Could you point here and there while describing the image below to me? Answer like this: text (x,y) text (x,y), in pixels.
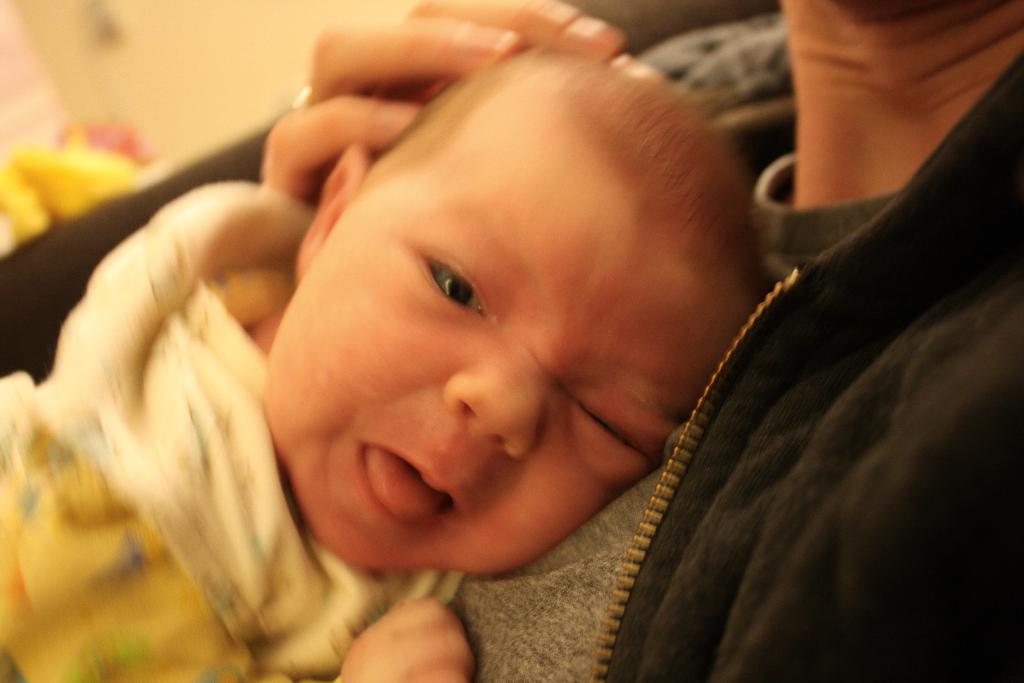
This image is slightly blurred, where we can see a child (332,374) is lying on the person's chest (834,305).
